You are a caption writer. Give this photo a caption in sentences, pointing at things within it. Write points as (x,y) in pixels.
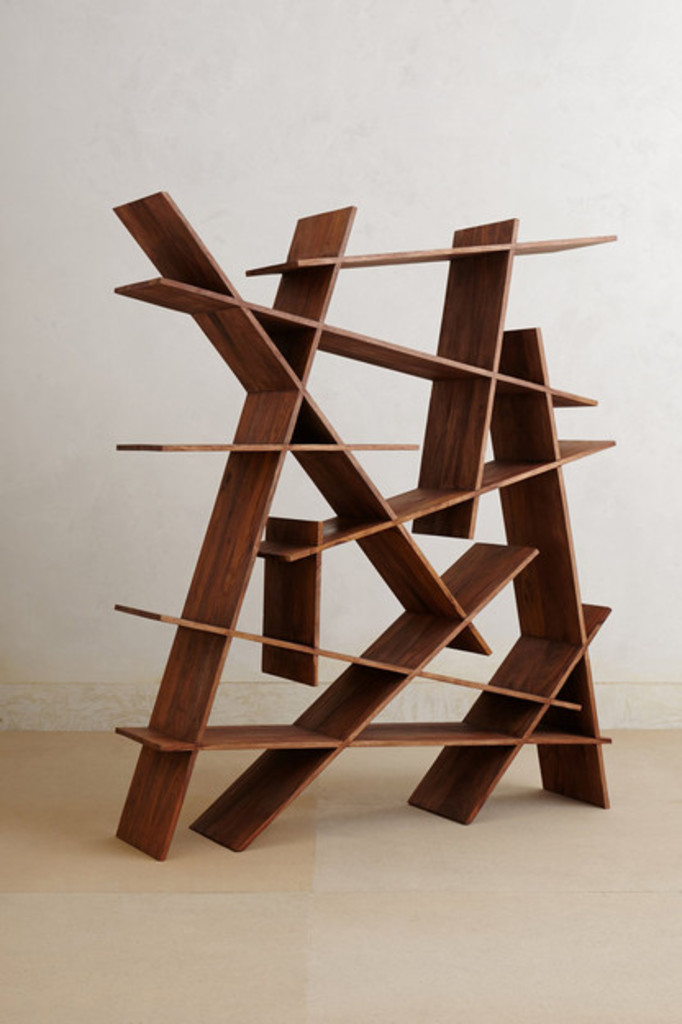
In this picture there is a wooden rack (508,416). Beside that there is a white wall (614,549). At the bottom (418,951) there is a floor (307,1011).
